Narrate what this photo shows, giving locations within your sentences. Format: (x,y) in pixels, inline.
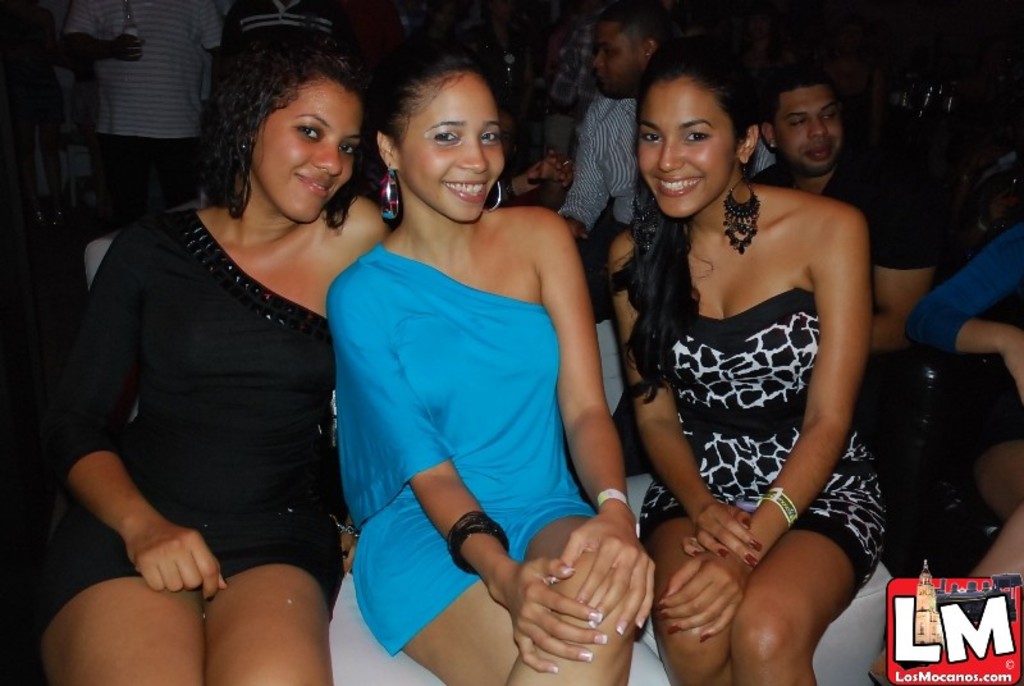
In this image we can see a group of people (632,332) sitting. We can also see some people (141,106) standing. In that a person (192,150) is holding a bottle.
